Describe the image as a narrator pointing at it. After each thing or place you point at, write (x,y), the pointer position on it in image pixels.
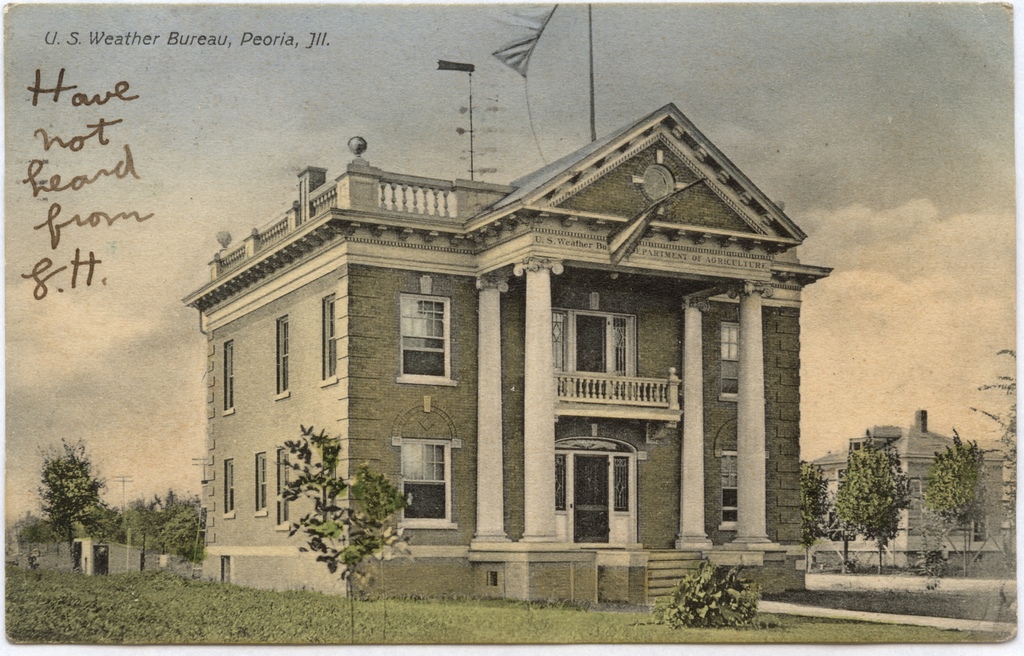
In the image we can see there is a building (621,373) and there are trees (312,549) and the ground (468,618) is covered with grass (521,602).
